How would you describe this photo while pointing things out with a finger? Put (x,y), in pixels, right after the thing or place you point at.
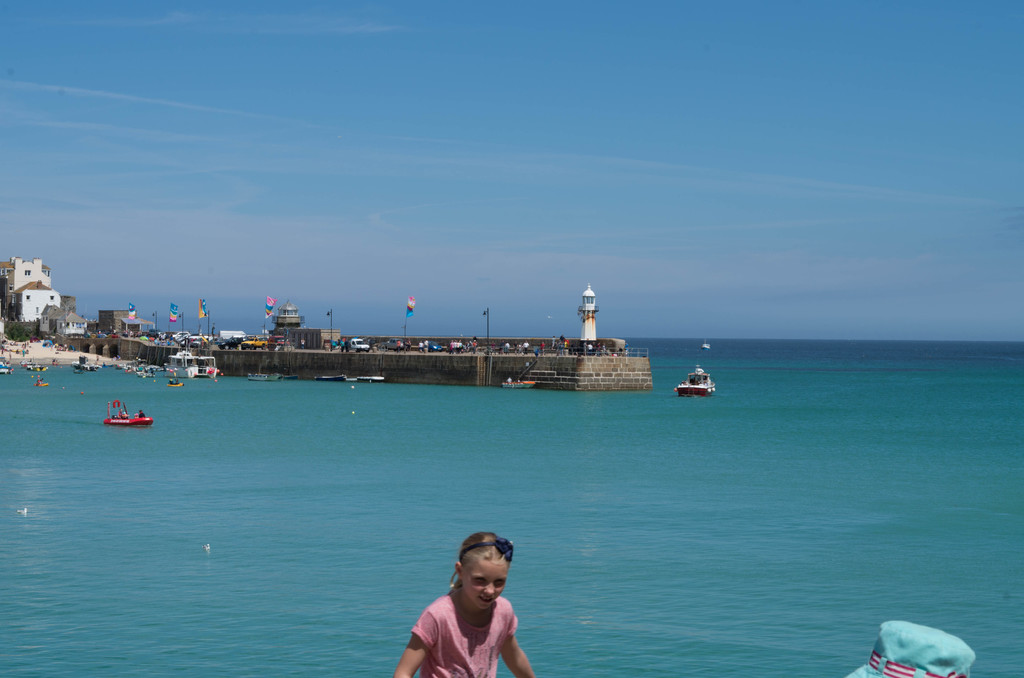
In this image it seems like it is an ocean (277,443). There is a girl (446,624) in the middle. In the background (450,362) there is a bridge (222,362) on which there are vehicles (394,342) and flags (206,311) beside it. On the left side (40,295) there are buildings (31,295) near the shore (36,351). In the ocean (559,436) there are so many boats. On the bridge (572,360) there are so many people (505,343) walking on it. At the top (691,109) there is sky (709,104).
